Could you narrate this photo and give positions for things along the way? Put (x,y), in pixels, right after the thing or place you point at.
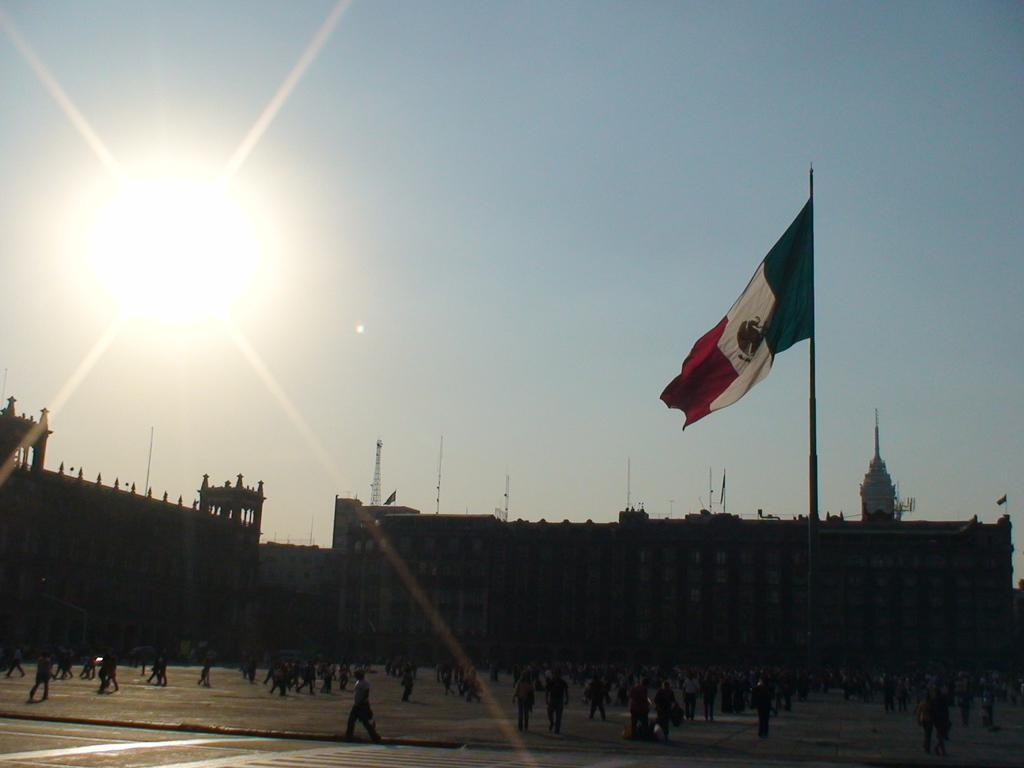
In this image there are so many people (463,680) who are walking on the floor (534,714). In the middle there is a flag (736,325). In the background (335,563) there are buildings (458,554). On the buildings (512,531) there are towers (374,485). At the top (202,247) there is sunlight (180,210).
